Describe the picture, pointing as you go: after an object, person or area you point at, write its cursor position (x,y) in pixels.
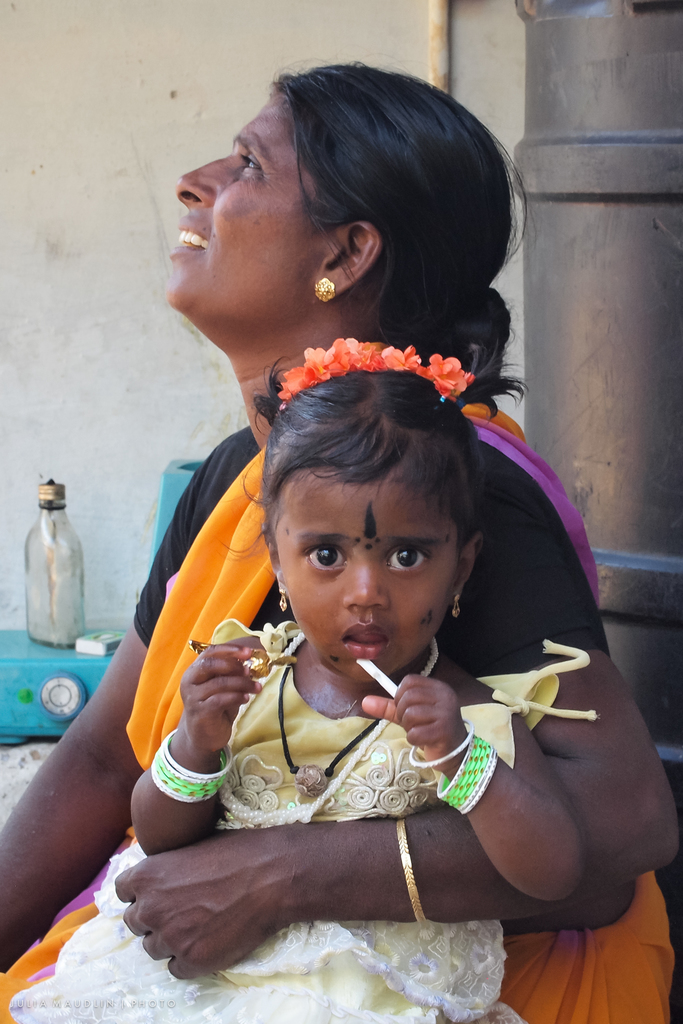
There is a woman (651,971) in the center (239,546) and she is holding her baby (280,993) in her hand (128,926). There is a glass bottle (77,625) and a match box (96,639) on the left side (32,566).
